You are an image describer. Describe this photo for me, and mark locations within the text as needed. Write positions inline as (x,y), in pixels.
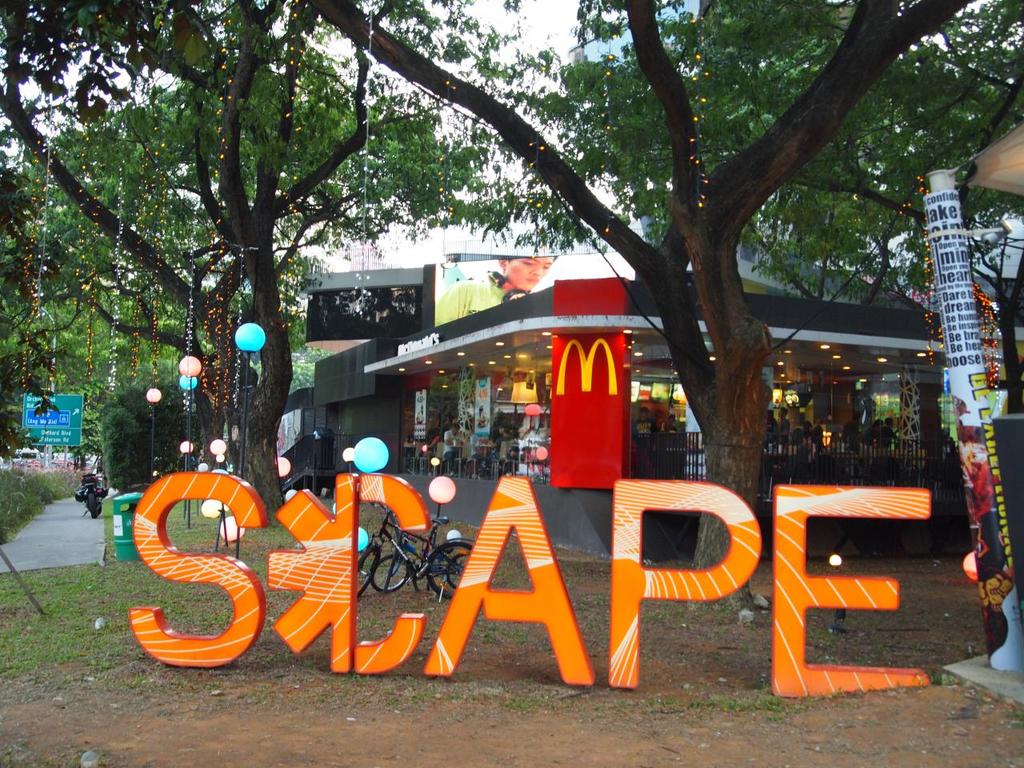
In the center of the image (374,488) there is a text (138,518). On the right side of the image (989,638) there is a pillar (966,296). On the left side (236,87) we can see trees (231,456), lights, bike (92,485) and sign board (59,420). In the background (454,481) there are cycles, building (554,408), trees (473,189) and sky (490,179).
